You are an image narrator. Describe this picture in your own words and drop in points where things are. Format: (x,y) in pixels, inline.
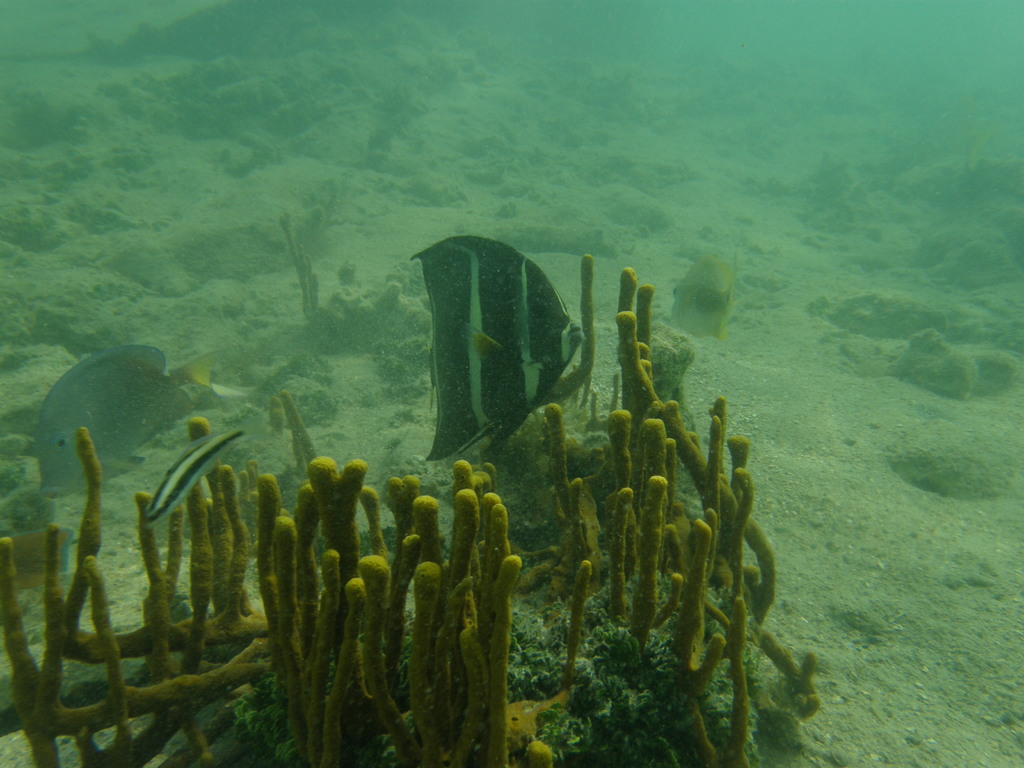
In the image we can see water (285,125), in the water (226,264) there are some fishes (186,492) and plants (87,444).
